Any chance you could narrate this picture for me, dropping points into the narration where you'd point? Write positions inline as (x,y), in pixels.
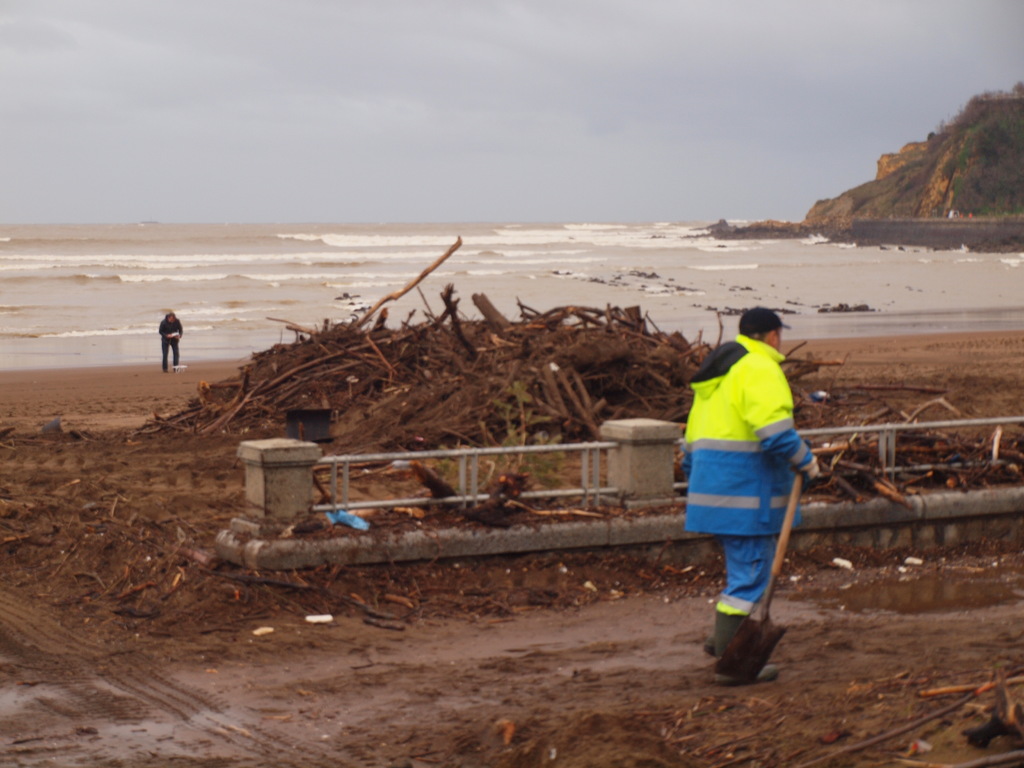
In this image I can see two persons (764,519) are standing near the beach (670,629) and are holding objects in hand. In the background (225,249) I can see wood (602,397), water (900,304), mountains (977,189) and the sky (159,79). This image is taken may be near the beach (230,363).
